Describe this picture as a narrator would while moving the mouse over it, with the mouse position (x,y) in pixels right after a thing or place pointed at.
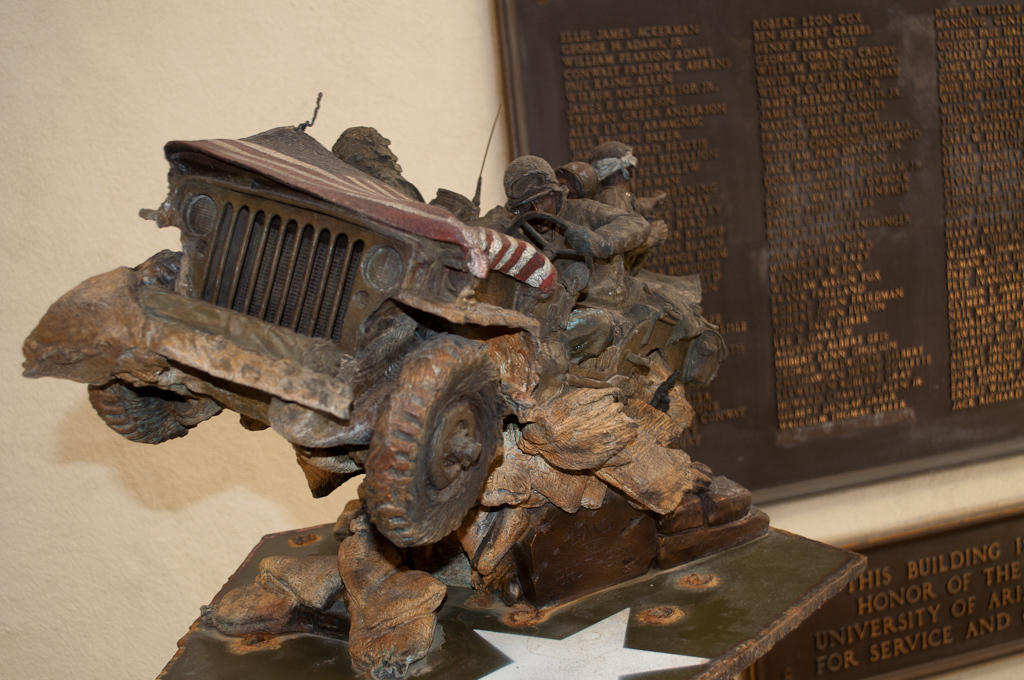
In the picture we can see a wooden sculpture (374,490) of a jeep (88,317) with some soldiers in it and it is on wooden plank (445,631) and behind it we can see a wall (321,16) with a brown color board (802,80) with many names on it.
